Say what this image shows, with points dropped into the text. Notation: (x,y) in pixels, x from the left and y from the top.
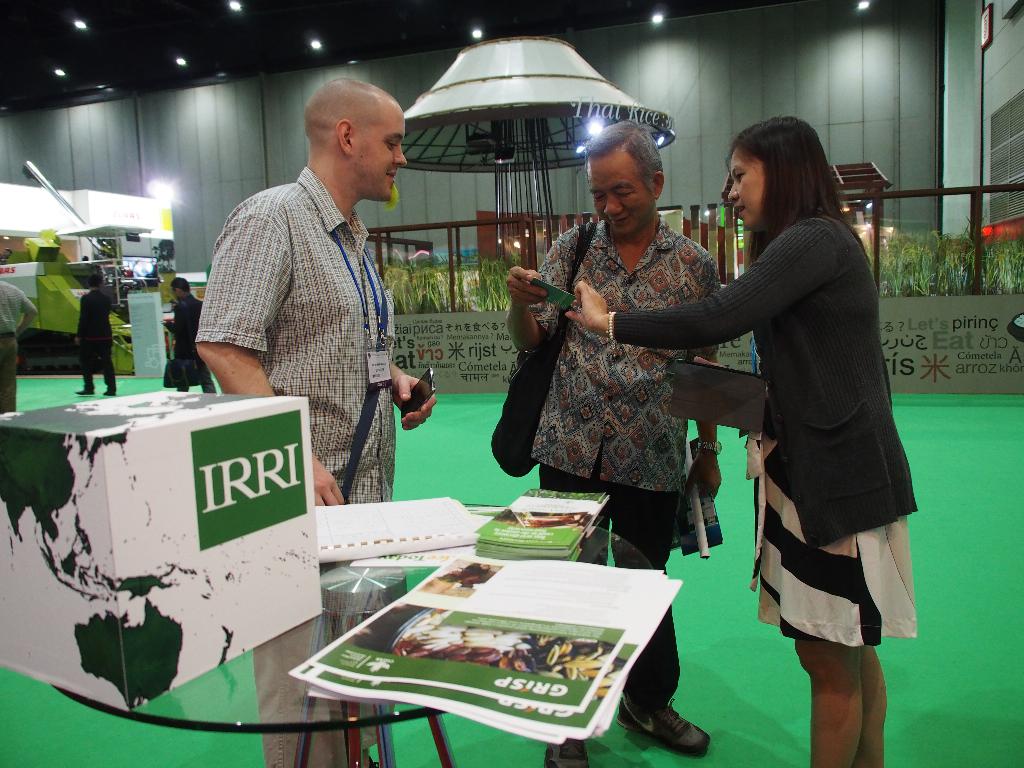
At the bottom of the image (607,548) there is a table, on the table (380,594) there are some papers (554,681), books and box (155,647). Behind the table (368,607) few people (802,372) are standing and holding some mobile phones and papers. Behind them there is fencing (1004,359). At the top of the image (16,32) there is wall (988,49) and ceiling (114,9), on the ceiling (17,9) there are some lights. In the middle of the image (449,264) we can see a shed (447,86) and there are some plants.
